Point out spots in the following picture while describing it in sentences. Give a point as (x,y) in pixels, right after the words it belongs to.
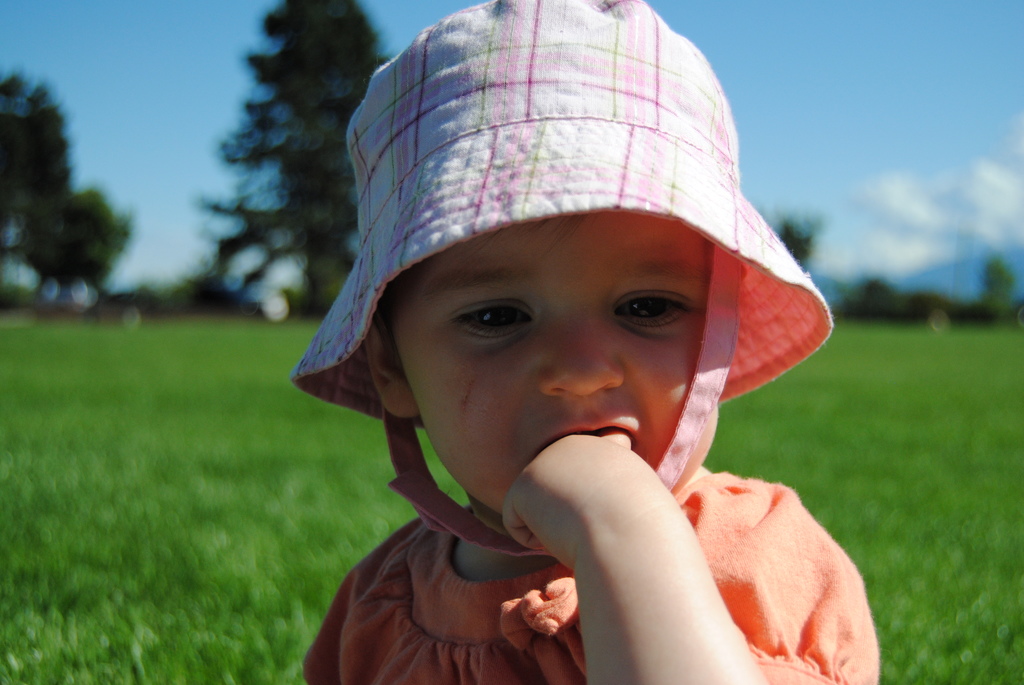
In this image I can see a child (699,524) and I can see this child (549,595) is wearing a hat (400,271) and orange color dress (740,574). In the background (936,675) I can see grass (376,481), trees (23,259), the sky (827,141) and clouds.
